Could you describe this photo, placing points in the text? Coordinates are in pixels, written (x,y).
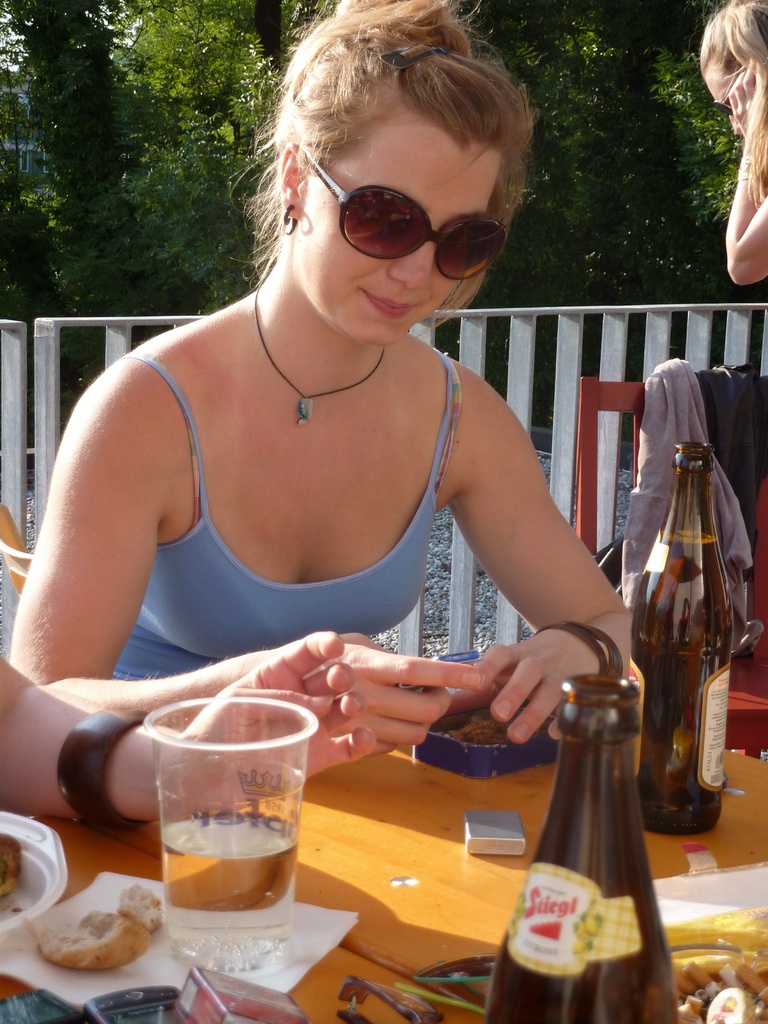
Here we can see a woman (269,277) wearing goggles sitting on chair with table (412,780) in front of her having bottles of beer (686,548), glasses of water (263,782) and something to eat on it and behind her we can see trees (186,153) present.
